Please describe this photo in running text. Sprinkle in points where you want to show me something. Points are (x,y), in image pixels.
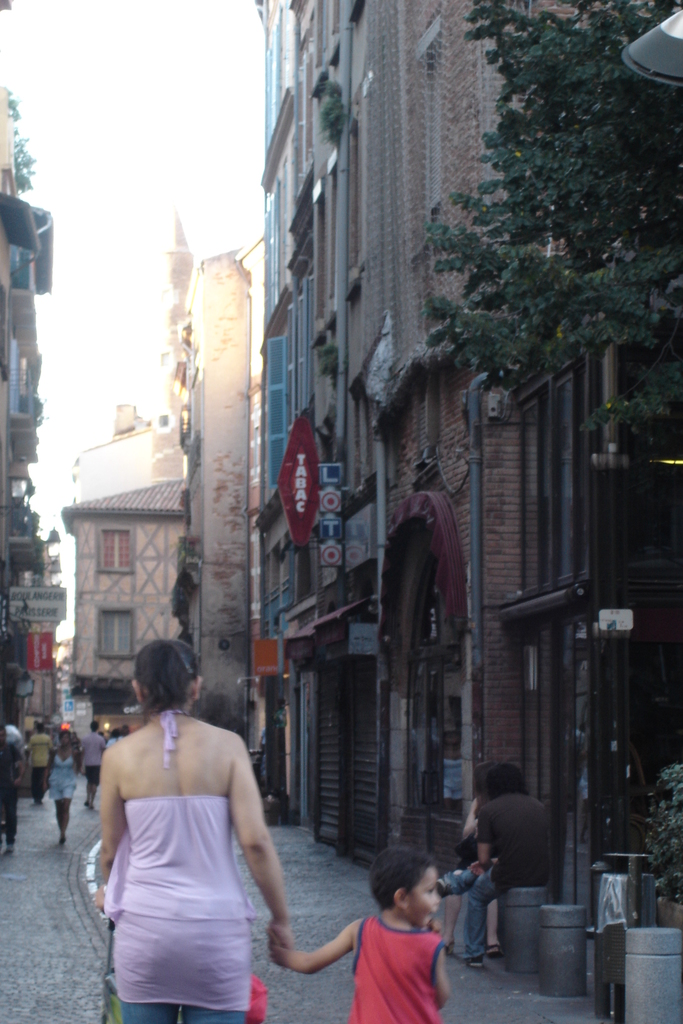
In this image we can see many buildings (302,381) and few boards (310,458) attached to them. There are few people (154,872) walking on the road (323,1017). There are few people (538,843) sitting on an object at the right side of the image (544,836). There are few trees (632,200) in the image.
